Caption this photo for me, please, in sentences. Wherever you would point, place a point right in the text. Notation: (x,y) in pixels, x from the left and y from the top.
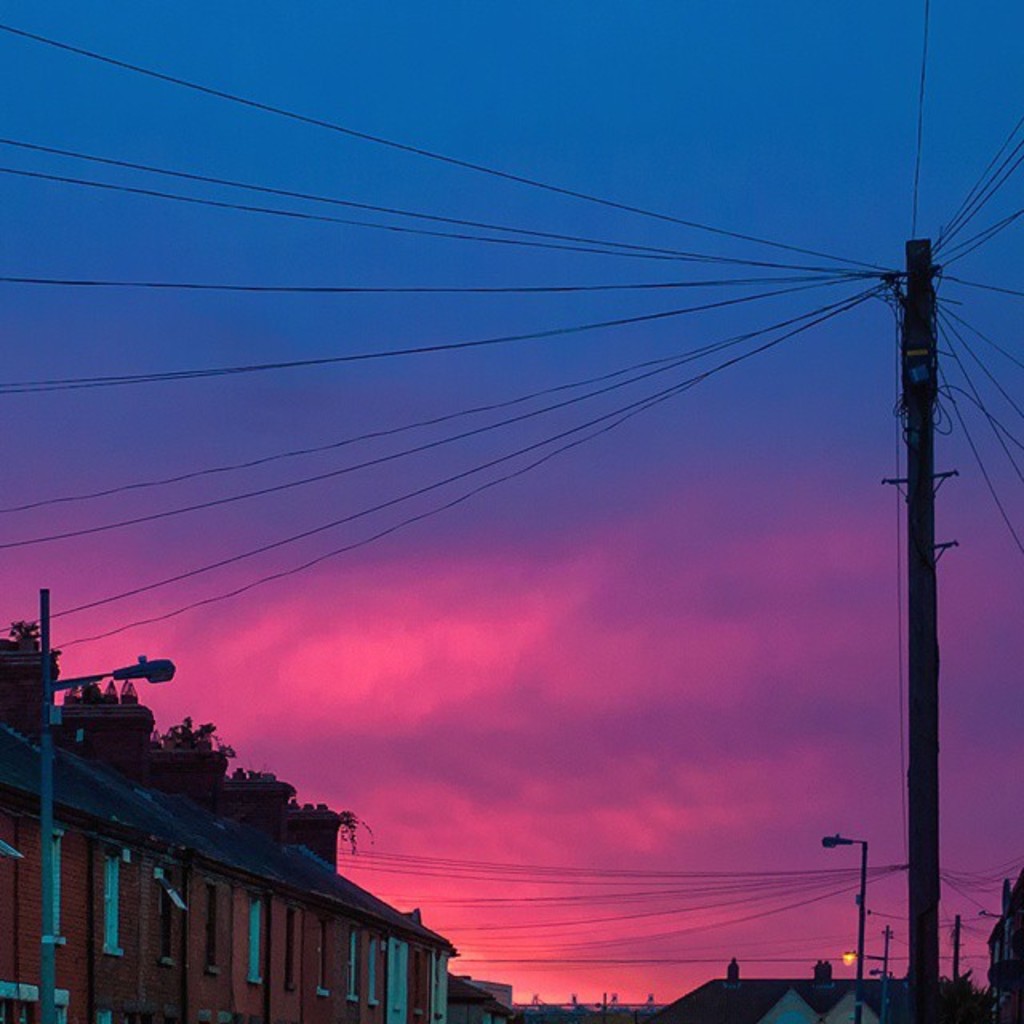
On the left side (232,806) there is a building (213,933). Near to that there is a light pole (143,660). On the right side (922,721) there is a electric pole (925,701) with wires (825,317). In the back (846,996) there are many poles (851,959) and buildings (690,1011). In the background (575,634) there is sky (495,584) with blue and pink color.
